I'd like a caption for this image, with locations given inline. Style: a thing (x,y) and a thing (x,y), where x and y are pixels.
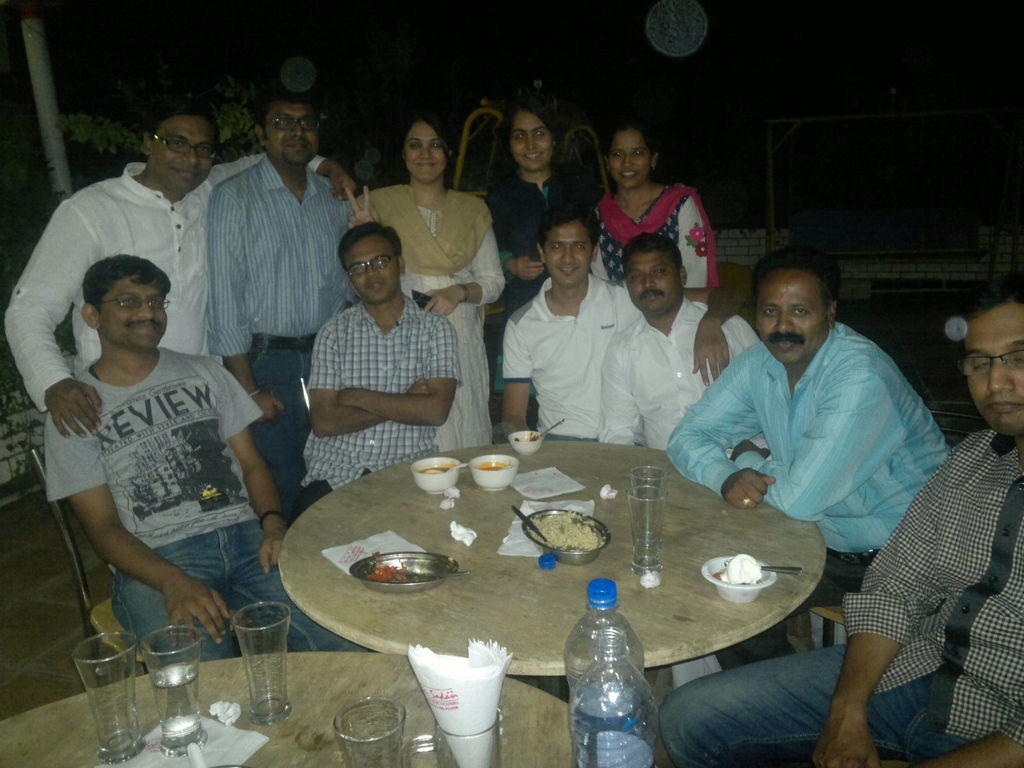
In this image we can see few people (657,430) sitting on chairs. Also there are few people (147,219) standing. Some are wearing specs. There are tables (313,600). On the tables (344,583) there are glasses (340,714), bottles (571,677), bowls (422,480), tissues (361,557) and food items (553,528) on plates (436,565). Also there are spoons (529,526). In the background (808,130) it is dark. Also we can see a tree (226,112).
